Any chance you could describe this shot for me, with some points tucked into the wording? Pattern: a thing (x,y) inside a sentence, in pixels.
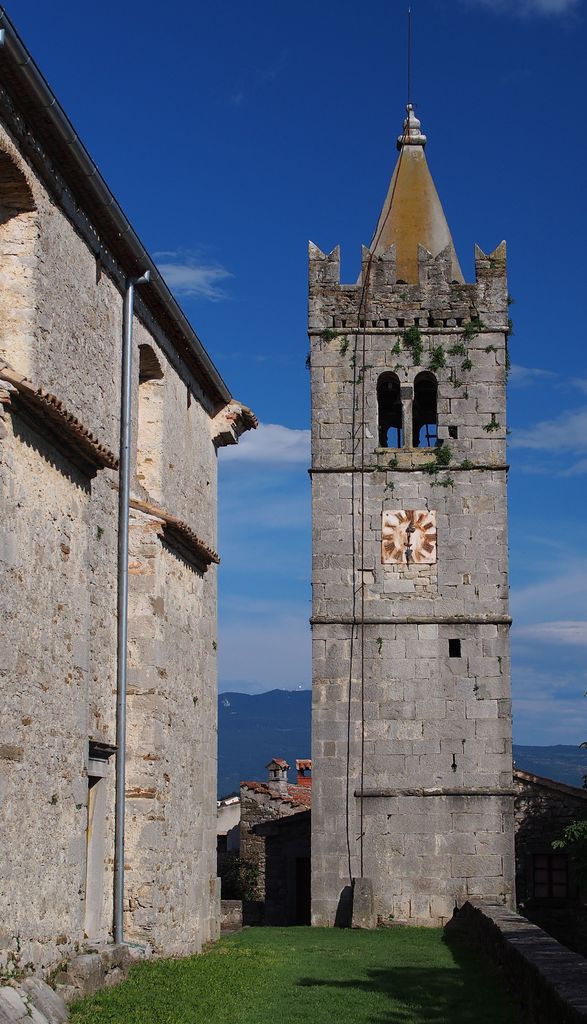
In the image there is a castle (448,774) in the front (351,752) on the grassland (251,943) and in the back (254,736) it seems to be hill (257,716) and above its sky (233,131) with clouds (537,438).
